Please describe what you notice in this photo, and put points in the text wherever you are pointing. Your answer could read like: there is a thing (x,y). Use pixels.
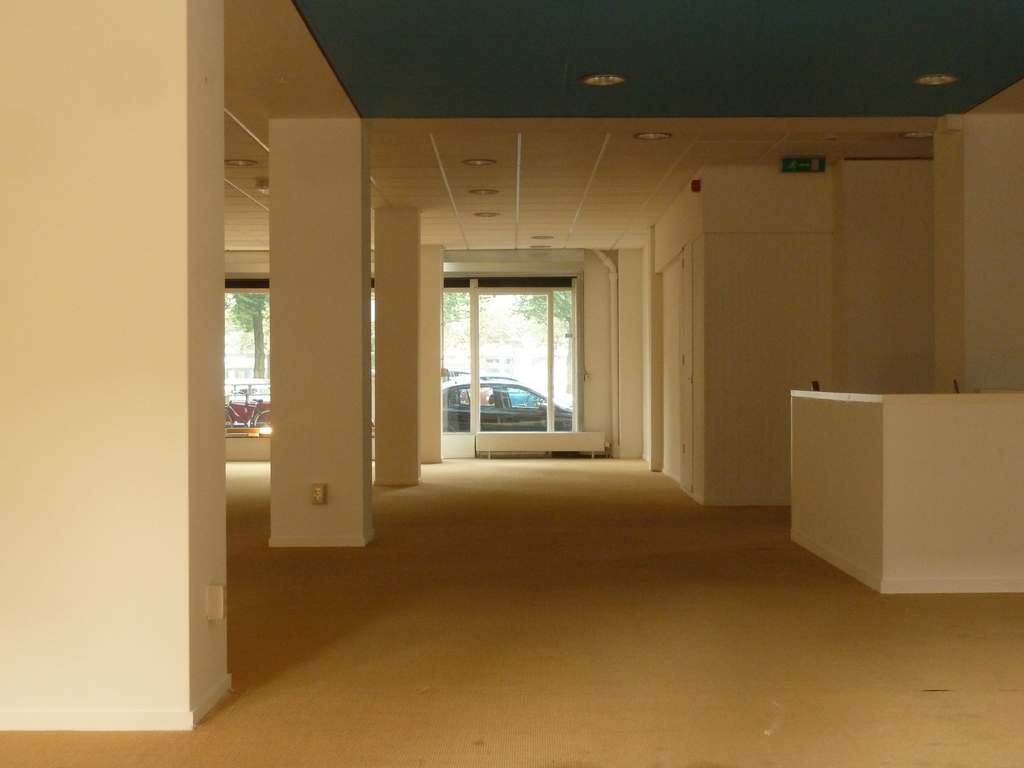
This is the inside view of a building (816,208). Here we can see pillars (293,418), glass (507,322), board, and ceiling (463,242). There are lights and this is floor (492,708). From the glass (488,339) we can see a car (444,410), bicycle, and trees (557,323).
